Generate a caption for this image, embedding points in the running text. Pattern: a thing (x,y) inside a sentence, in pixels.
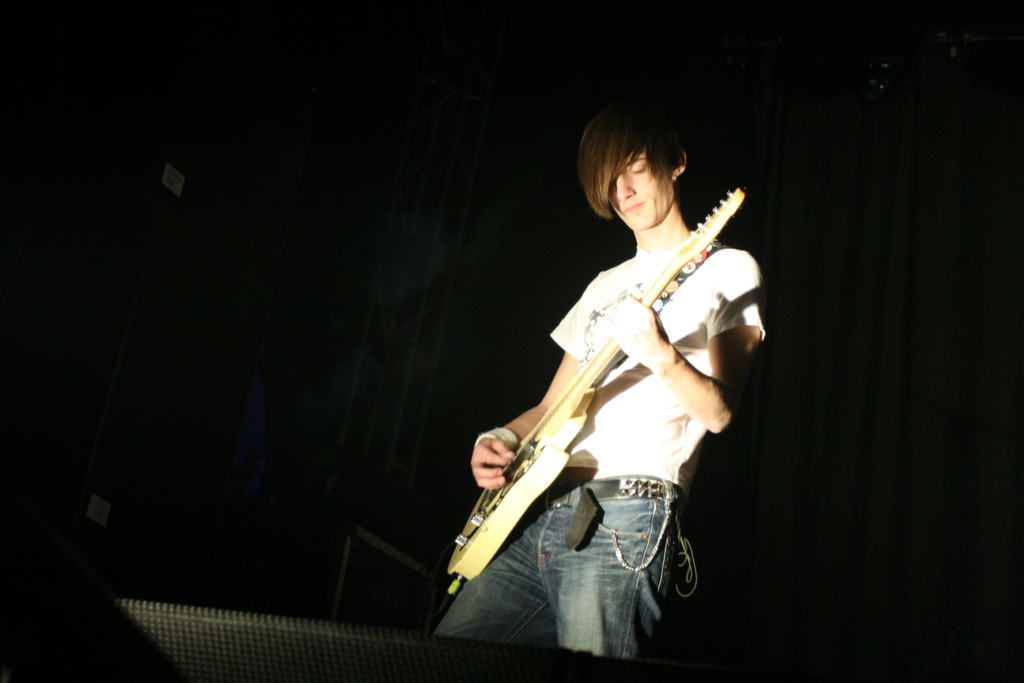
In this image, we can see a person (594,494) playing a guitar (562,445). Background (377,371) there is a dark view. Here we can see few rods (421,349). At the bottom (279,658), we can see the black color object (327,659).
